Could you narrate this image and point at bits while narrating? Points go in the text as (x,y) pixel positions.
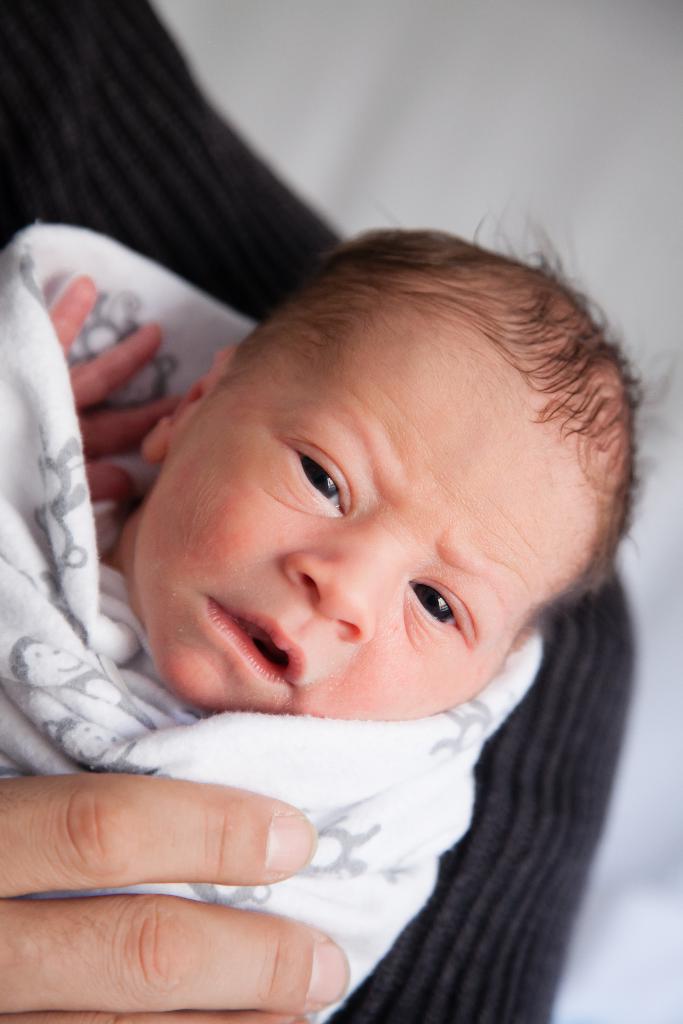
In this image we can see a baby (183,480) in person's hand (66,875).
